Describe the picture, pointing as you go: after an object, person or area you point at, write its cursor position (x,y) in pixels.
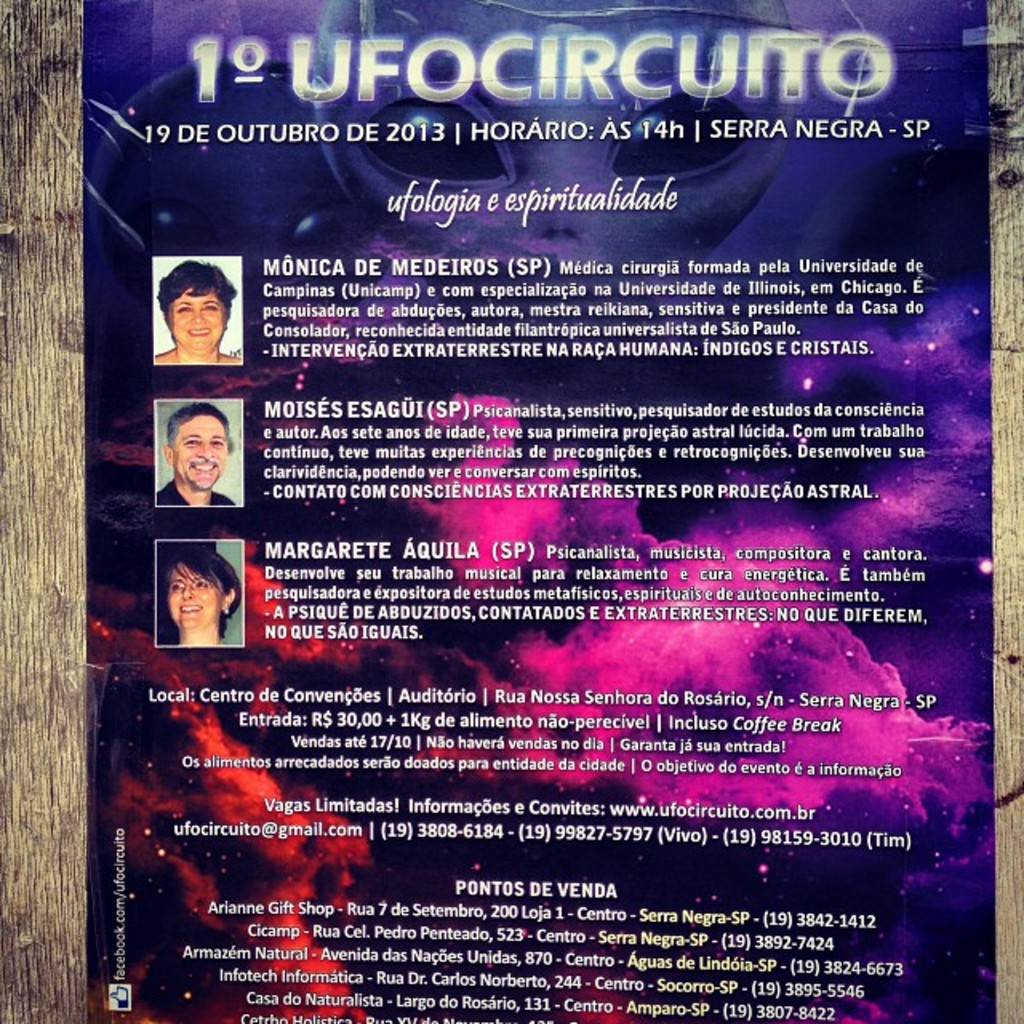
In this image there is a poster (829,987) on that poster (170,483), there are three pictures (173,320) of persons (195,282) and there is some text (488,896), on the left (71,627) and right there is wood (67,65).
